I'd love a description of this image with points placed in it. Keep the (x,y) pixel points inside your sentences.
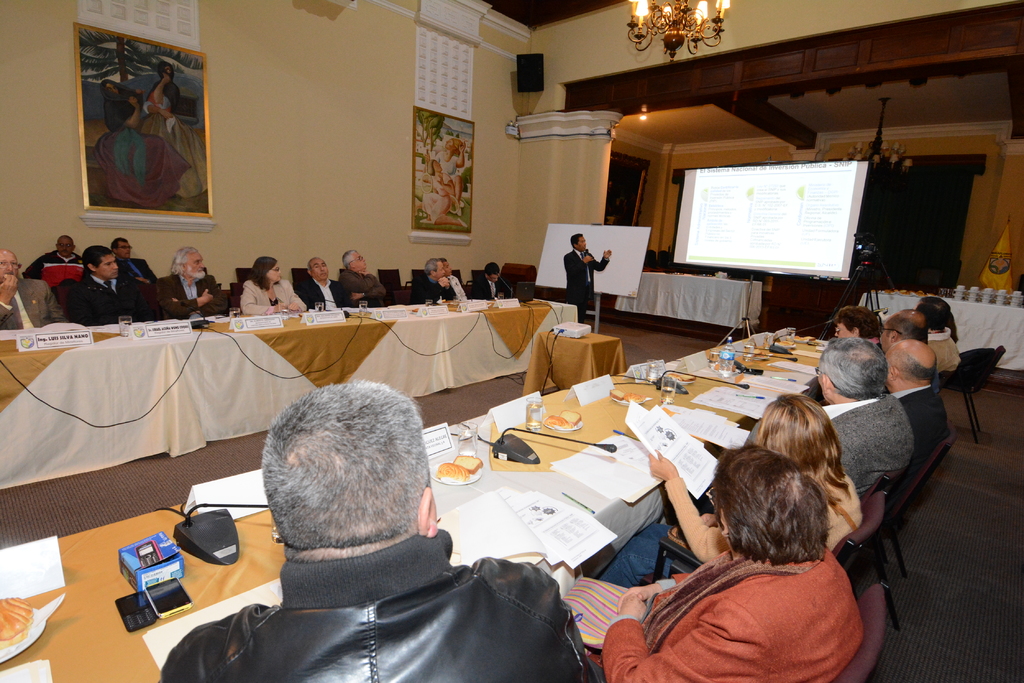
As we can see in the image there is a wall (324,158), banners (178,114), screen (718,204), few people (216,676) sitting on chairs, chandelier (683,9) and there are tables (355,346). On tables (345,341) there are papers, plates (435,480), mics (509,461) and bottles (728,347).
